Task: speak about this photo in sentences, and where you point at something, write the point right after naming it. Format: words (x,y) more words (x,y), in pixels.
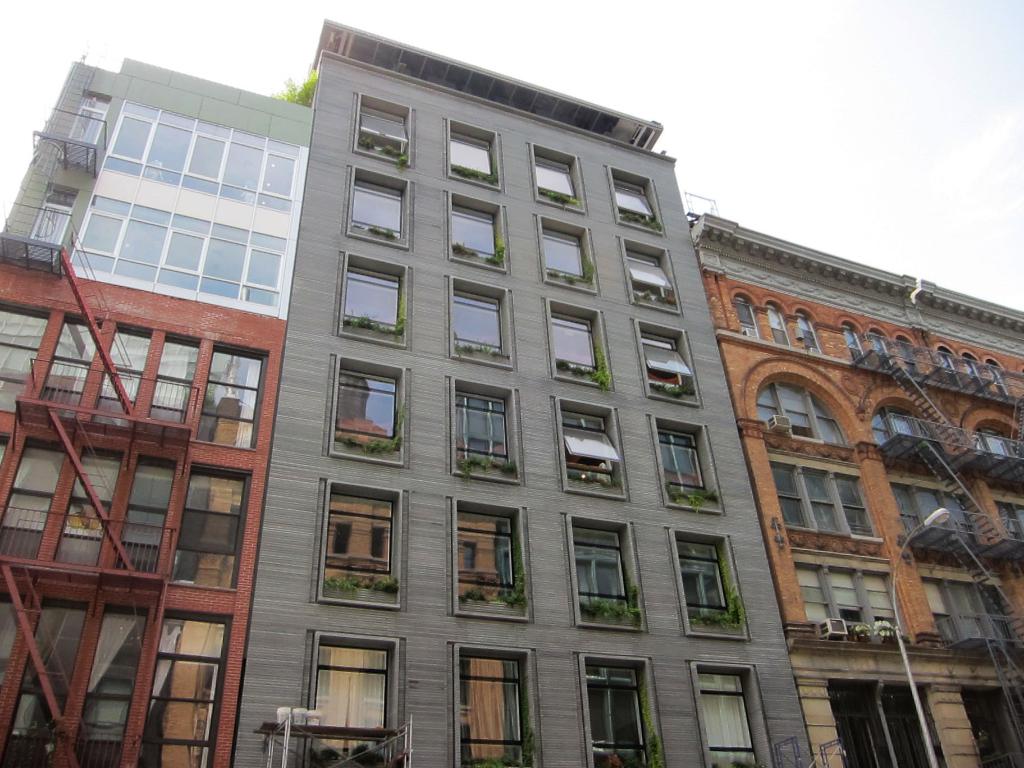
In this image, we can see buildings (313,555), walls (289,680), glass windows (160,467), stairs (161,423), railings (179,410), plants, curtains (747,730), rods (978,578), street light (899,638) with pole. Background (819,148) there is a sky (729,88).
